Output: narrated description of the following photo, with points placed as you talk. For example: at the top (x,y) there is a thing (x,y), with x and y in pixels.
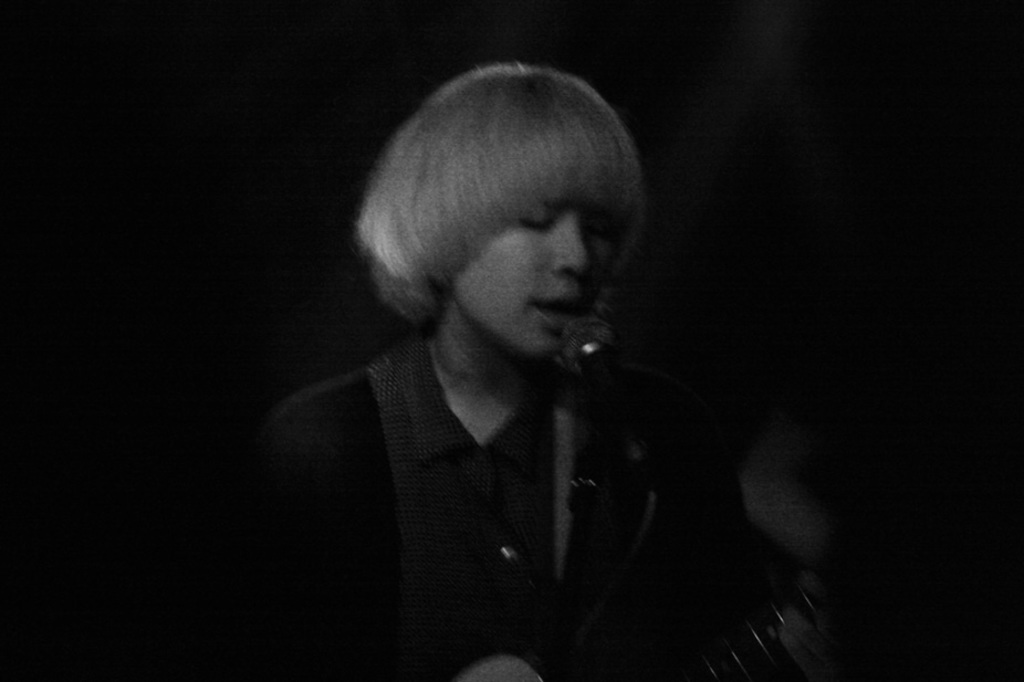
In this picture I can see a person (656,378), there is a mike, and there is dark background (250,74).
